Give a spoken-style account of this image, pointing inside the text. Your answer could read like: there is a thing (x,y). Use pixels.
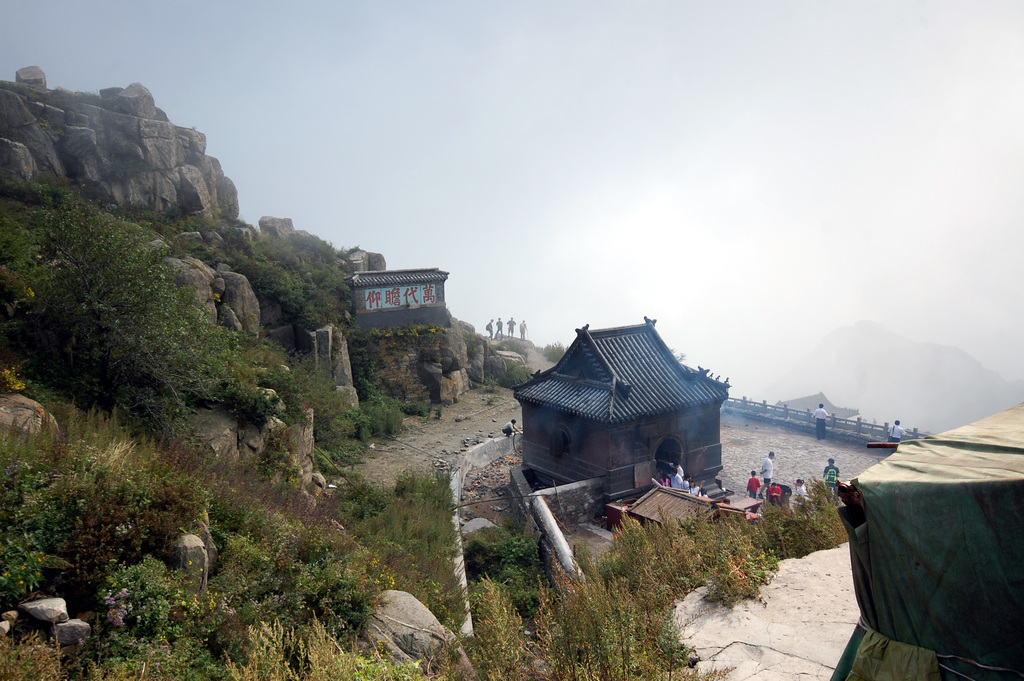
In this image I can see a house (614,399), a tent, a mountain (130,234), few trees (124,346) on the mountain (211,550), few persons (750,482) standing and the railing (854,433). In the background (864,418) I can see a mountain (871,412) and the sky (556,157).
